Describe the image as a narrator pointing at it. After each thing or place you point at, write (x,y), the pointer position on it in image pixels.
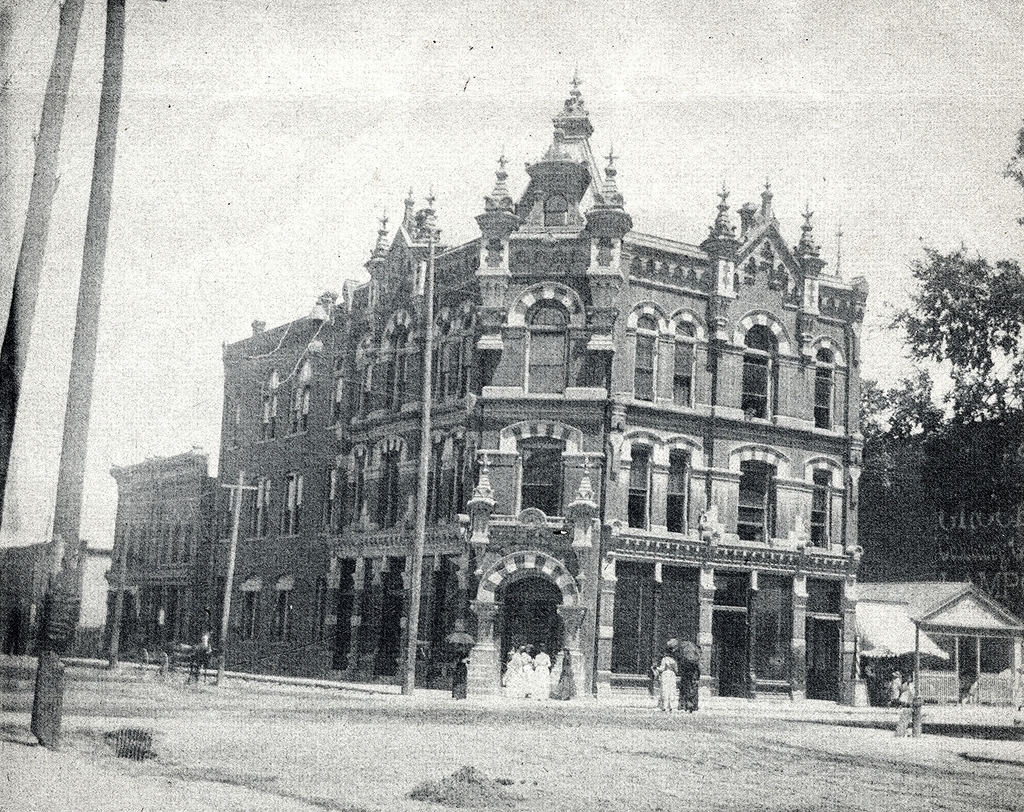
We can see poles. Far we can see people (689,704), buildings (376,541) and trees (880,475). In the background (367,144) we can see sky (789,116).
